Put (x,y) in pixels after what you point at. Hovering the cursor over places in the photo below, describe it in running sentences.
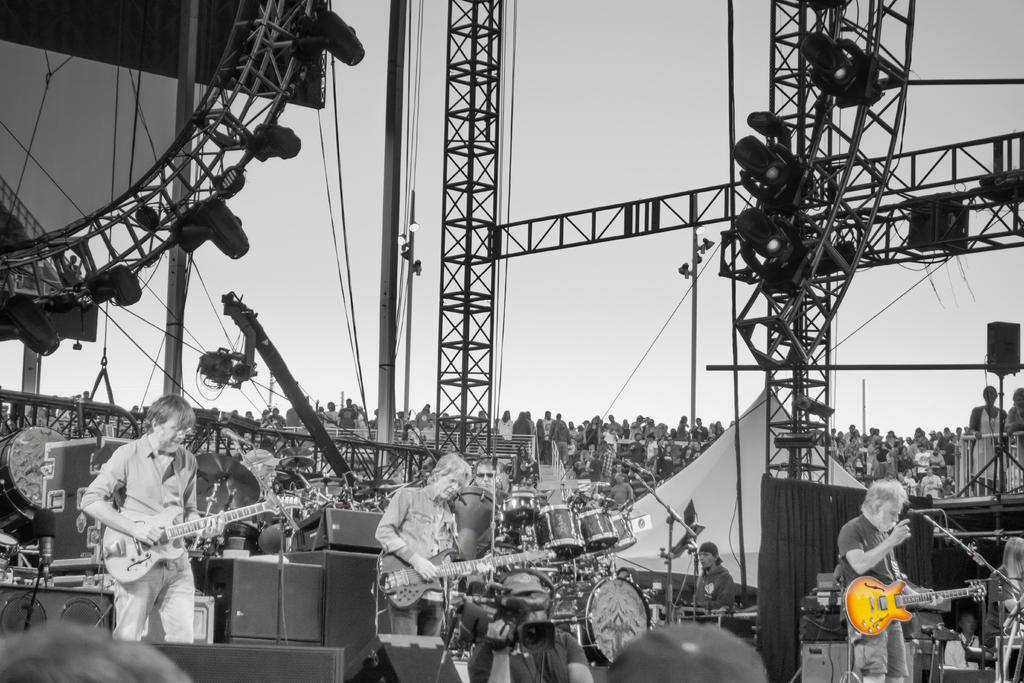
This is a black and white picture we can see all the audience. This is a crane (249,356) in which there is a camera (234,375). Here we can see few persons (130,586) playing musical instruments (6,485).
